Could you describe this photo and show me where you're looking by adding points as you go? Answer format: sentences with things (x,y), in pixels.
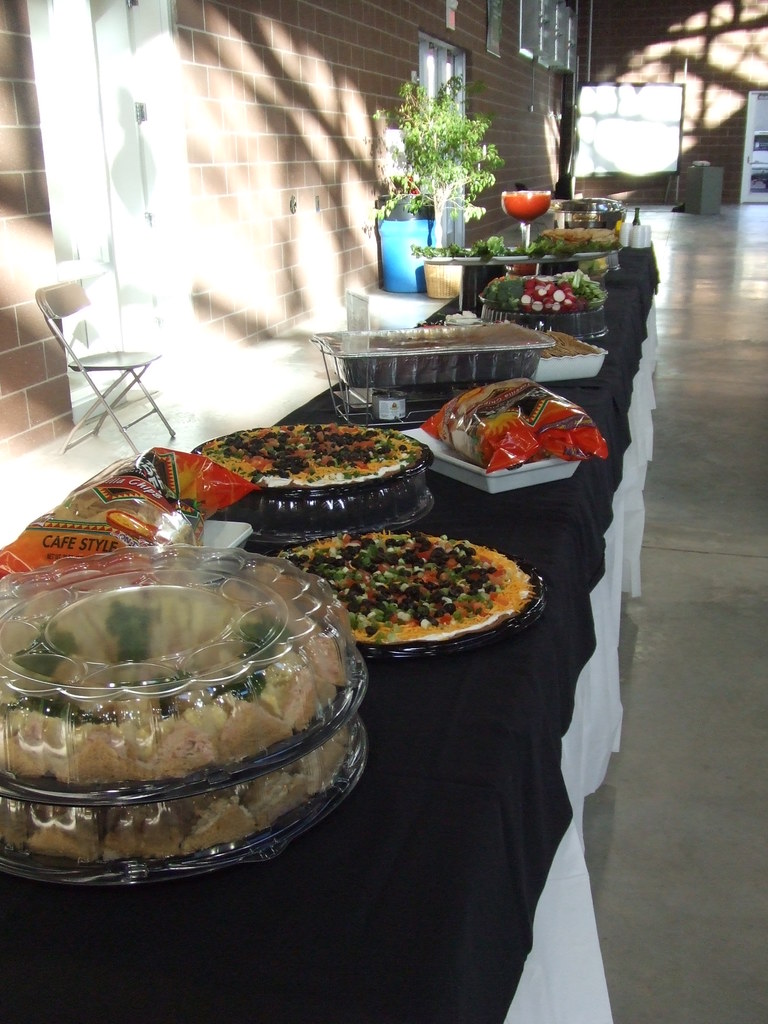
In this picture, we see a table (378,750) on which a plate (373,493) containing pizza (456,590), a tray (477,471) containing plastic bag (482,438), vessels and plate (502,309) containing eatables (583,301) are placed. This table (371,819) is covered with a black and white color sheet (527,726). Beside the table (550,569), we see a chair (128,410). Beside that, we see a building (193,183) in brown color. In the background (468,198), we see flower pot (460,149) and a garbage bin (407,239) in blue color.
